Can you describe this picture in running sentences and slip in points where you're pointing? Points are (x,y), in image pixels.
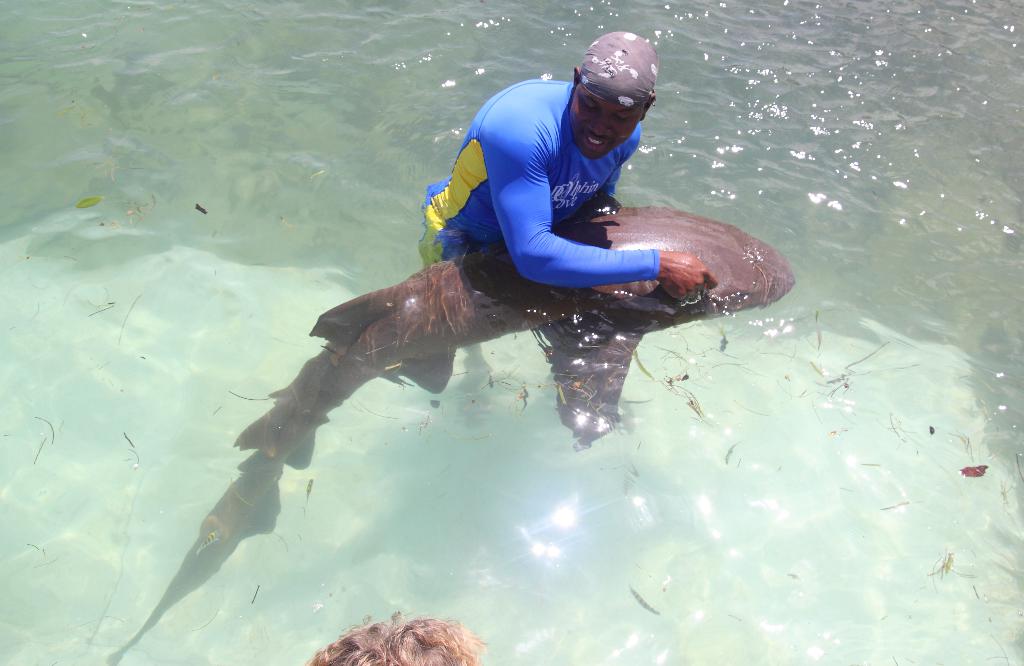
The picture consists of a water body (545,378). In the middle of the picture (406,314) we can see a person (495,217) and a fish (628,319). At the bottom (400,654) we can see a person's hair (370,643).
